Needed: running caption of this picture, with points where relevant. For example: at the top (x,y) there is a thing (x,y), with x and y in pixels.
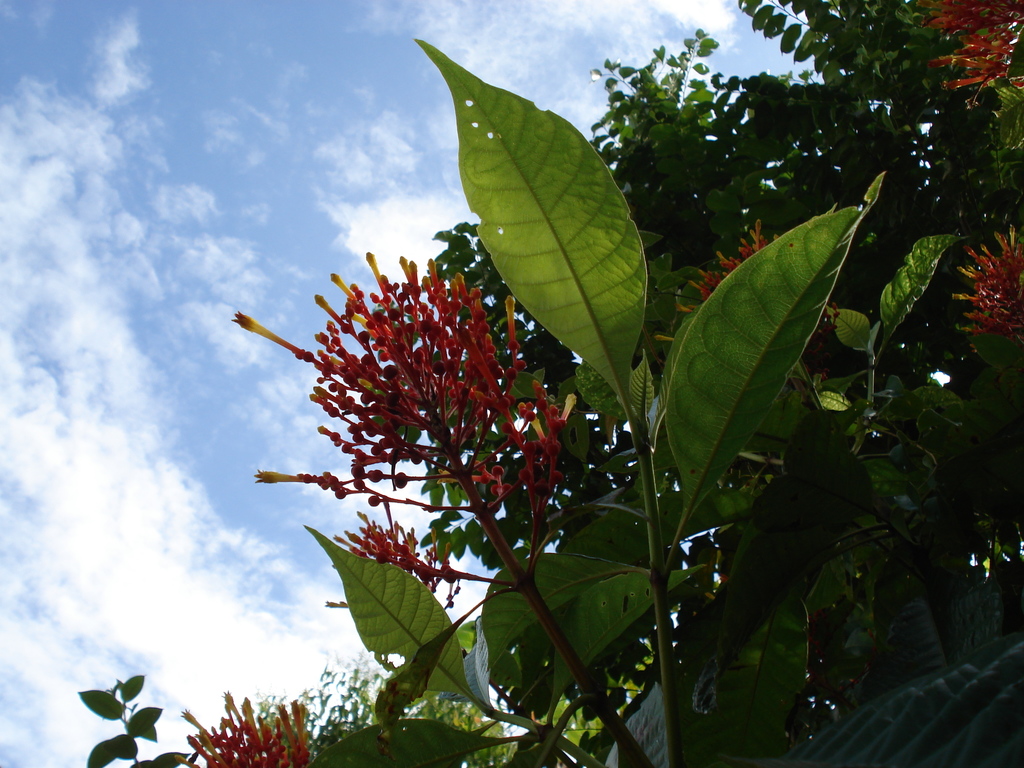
In this image I can see few red and yellow color flowers (453,357) and few green color leaves (526,603). The sky (284,240) is in blue and white color.
